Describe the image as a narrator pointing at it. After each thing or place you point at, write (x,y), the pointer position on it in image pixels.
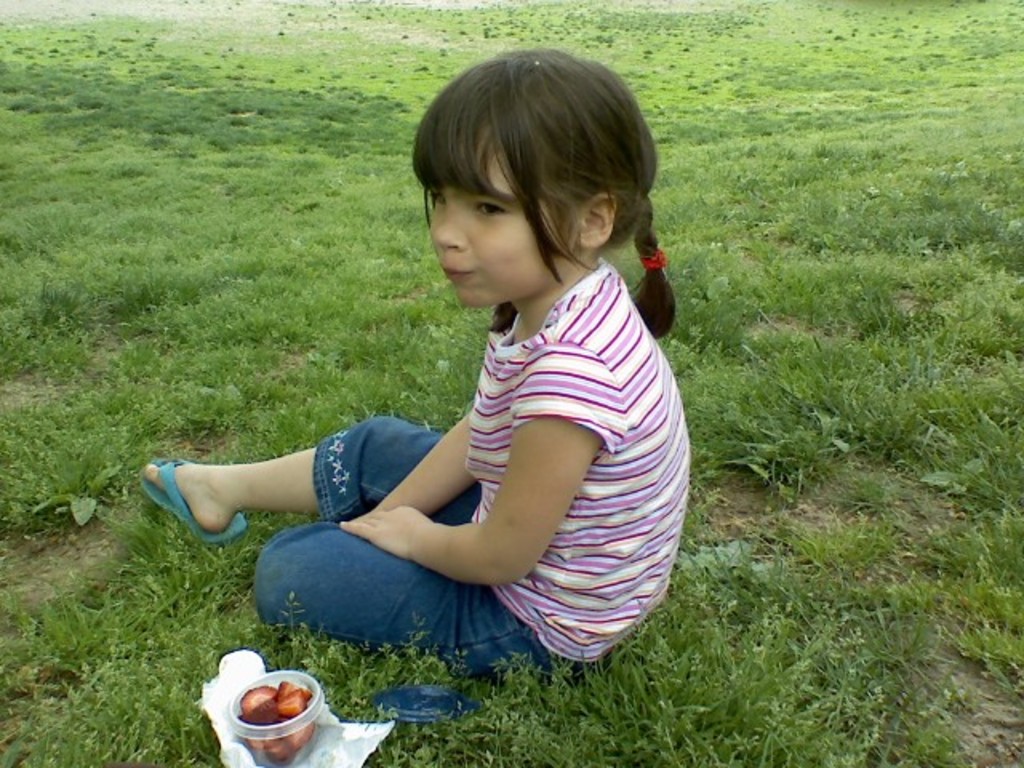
There is a girl (501,592) sitting on the grass (673,666). Here we can see a box (272,754), paper (322,721), and food (270,700).
